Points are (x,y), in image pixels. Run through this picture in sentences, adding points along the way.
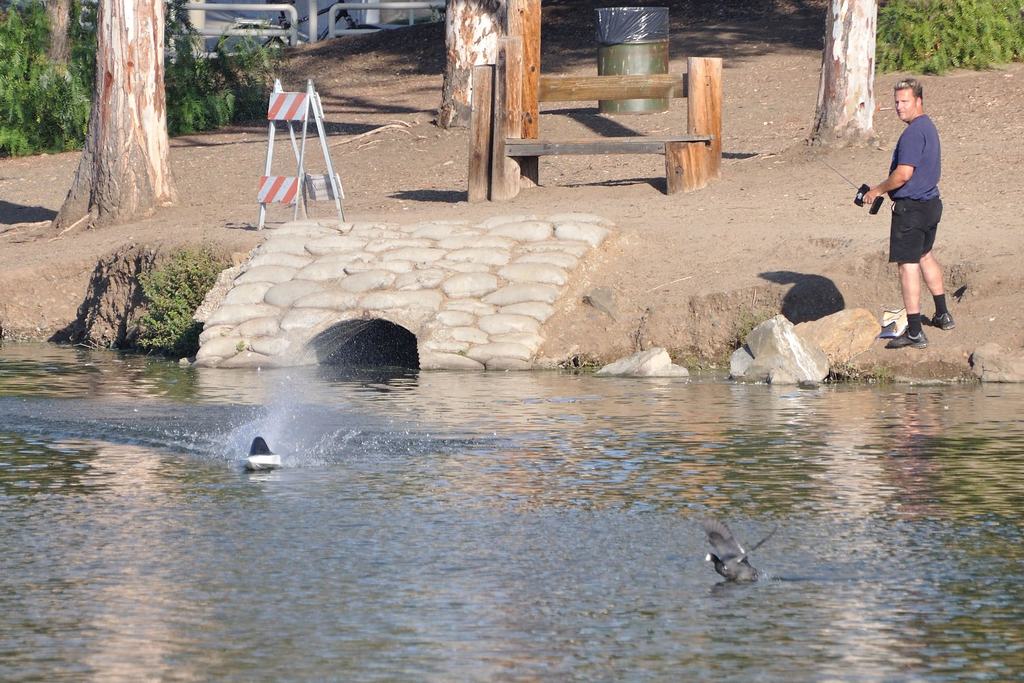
We can see water (384,436), bird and black and white color object (263,457). There is a man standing and holding a remote control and we can see plants (908,11), bench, trees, stand (325,184) and barrel (630,31). In the background (356,33) we can see rods (336,30).
